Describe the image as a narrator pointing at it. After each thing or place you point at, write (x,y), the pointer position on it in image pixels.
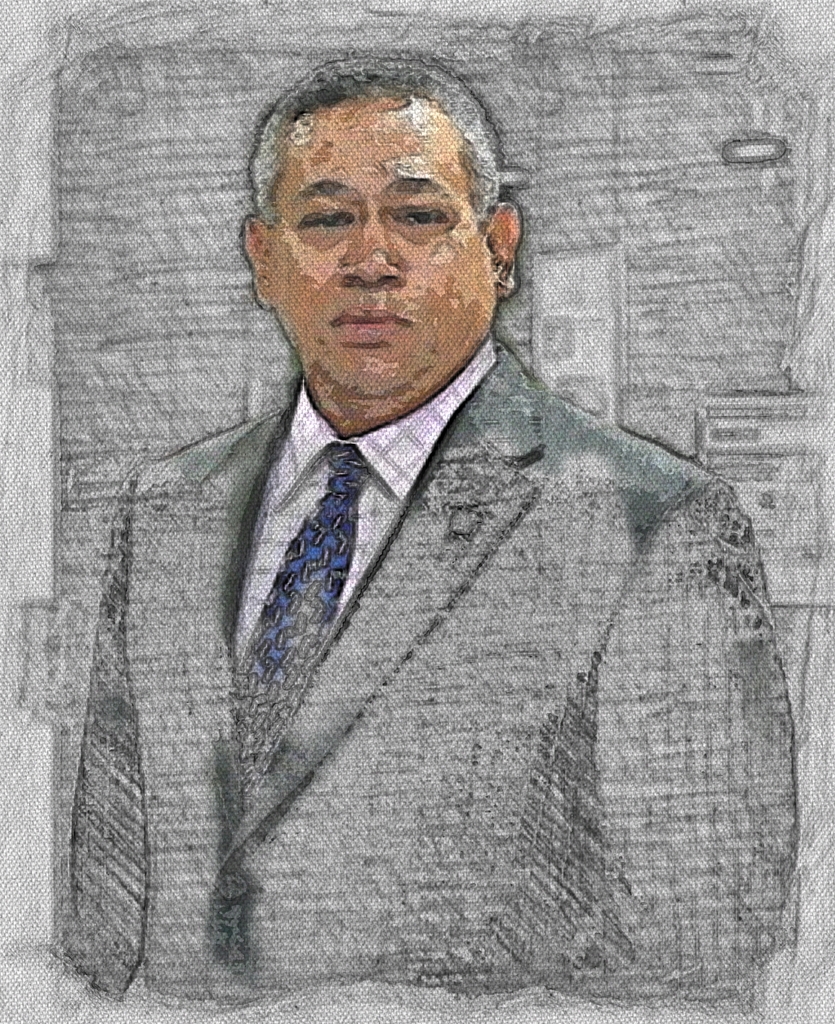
It looks like an edited image of a person (278,605) and the person (278,605) is in the blazer (163,552).
